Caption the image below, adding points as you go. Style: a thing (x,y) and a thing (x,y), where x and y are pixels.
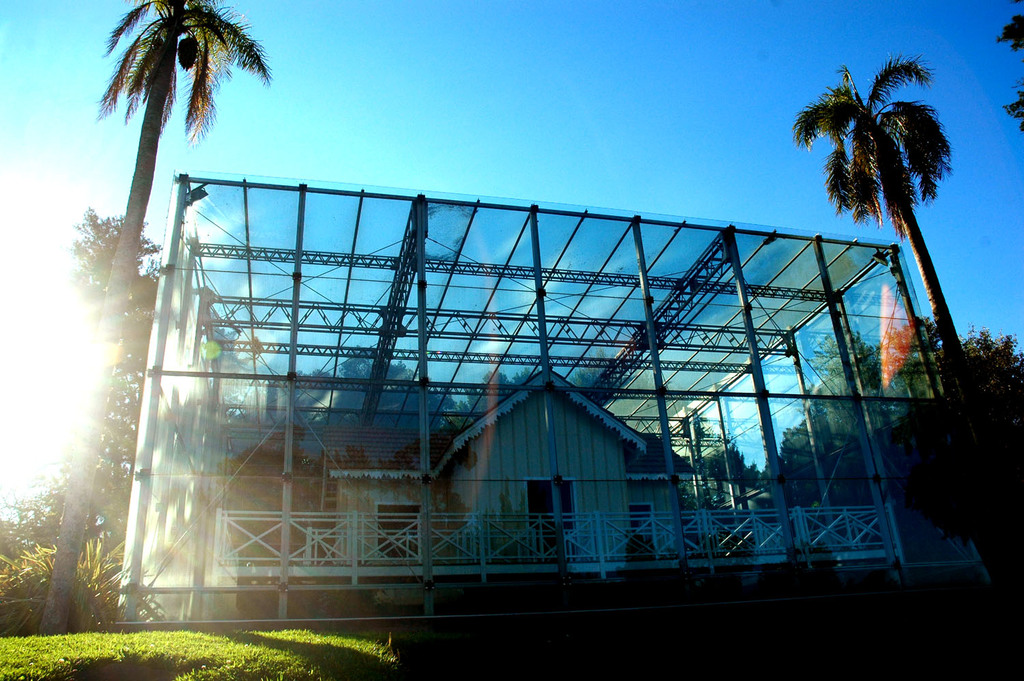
In this picture there is a building (714,538) under the glass partitions (694,495). At the bottom (14,659) i can see the grass (657,672) and plants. In the background (1018,443) i can see many trees (27,513). At the top (966,41) there is a sky (523,99). On the left (6,336) there is a sun (27,338).
